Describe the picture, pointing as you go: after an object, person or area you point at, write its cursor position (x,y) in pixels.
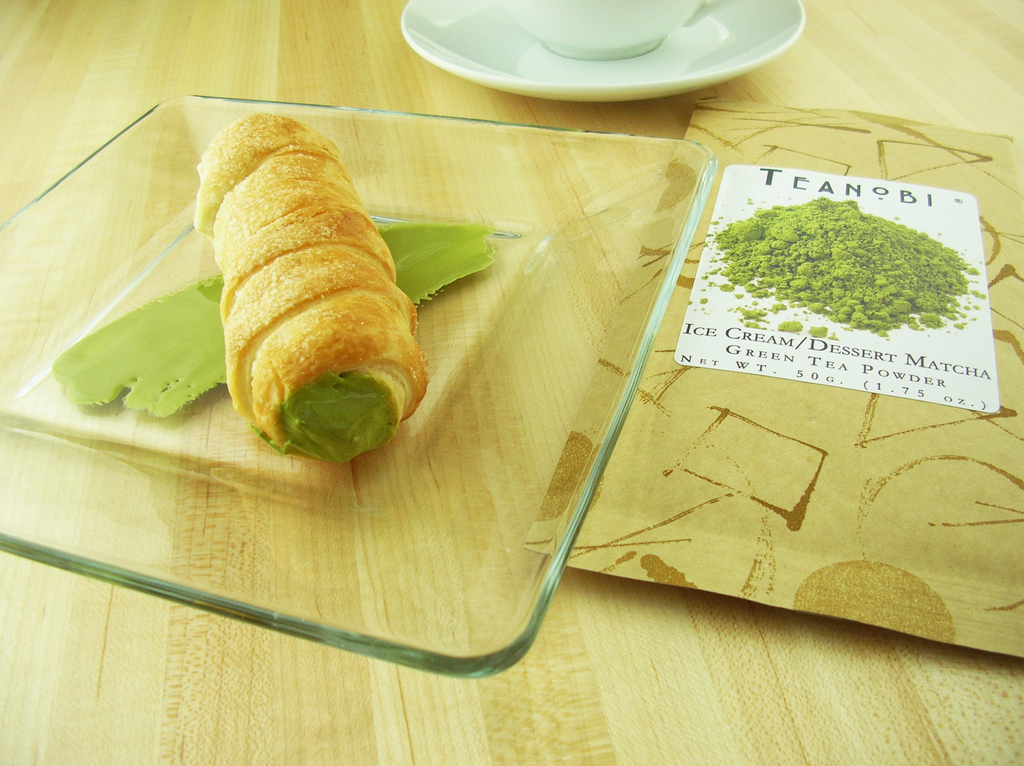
In this image I can see a food (285,390) in the glass plate (481,376). I can see a white cup (593,54) and saucer (711,61), packet (868,266) on the wooden table (588,686).
